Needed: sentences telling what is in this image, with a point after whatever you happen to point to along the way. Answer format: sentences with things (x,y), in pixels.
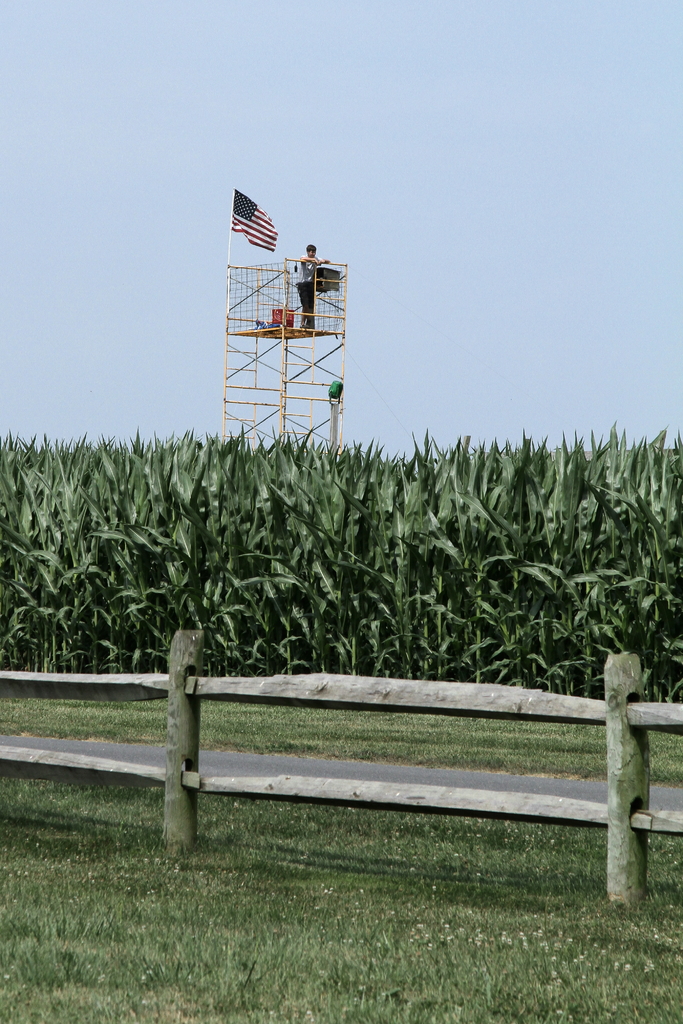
In this image there is a wooden fencing (624,784), in the background (289,502) there are plants (236,489) and there is a tower (255,331) on that tower (286,303) there is a person (303,316) standing and there is a flag (237,216) and the sky (303,369).
